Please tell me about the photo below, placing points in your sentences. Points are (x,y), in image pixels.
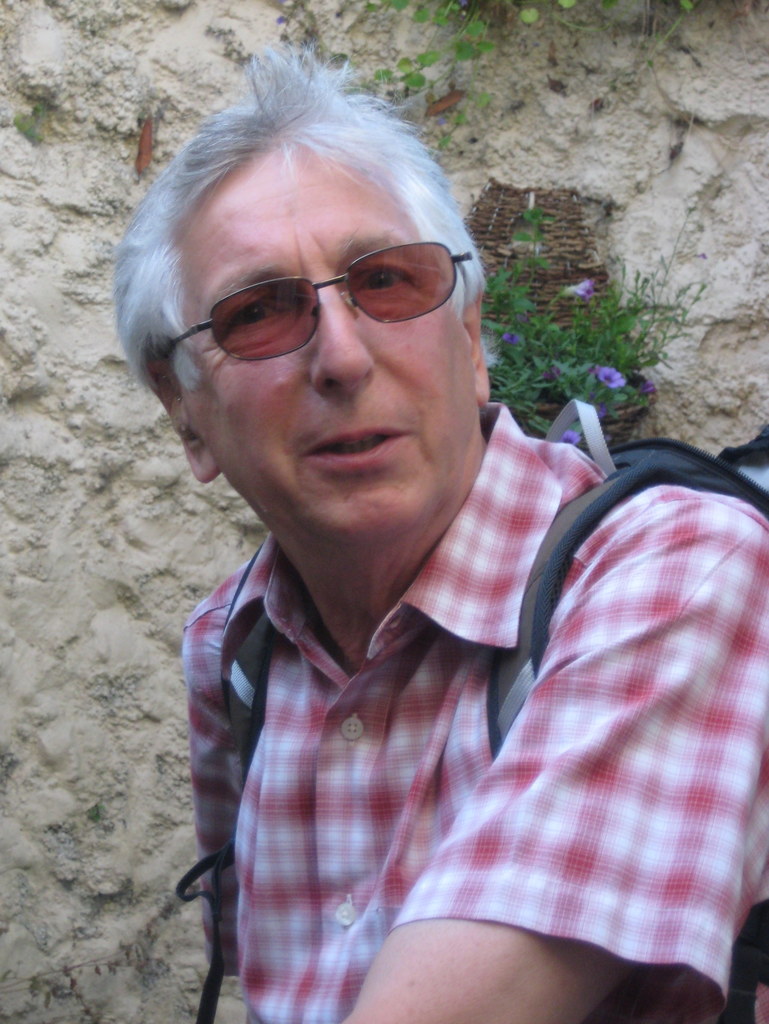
In this picture there is a man (316,285) who is wearing goggles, shirt (591,752) and bag (716,466). He is standing near to the wall (745,392). On that we can see some flowers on the plant (618,320).
